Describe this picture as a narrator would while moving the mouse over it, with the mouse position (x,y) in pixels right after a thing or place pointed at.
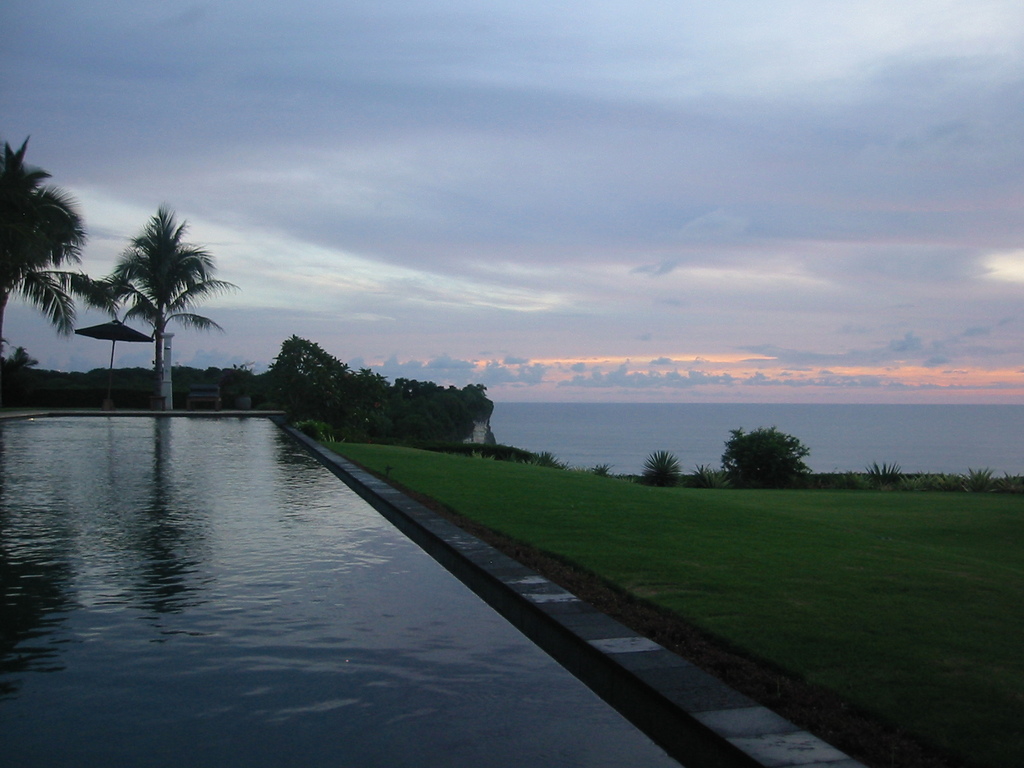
In the picture I can see the water (351,564), grassland (616,580), trees (208,270) and the cloudy sky (692,348) in the background (552,336).
